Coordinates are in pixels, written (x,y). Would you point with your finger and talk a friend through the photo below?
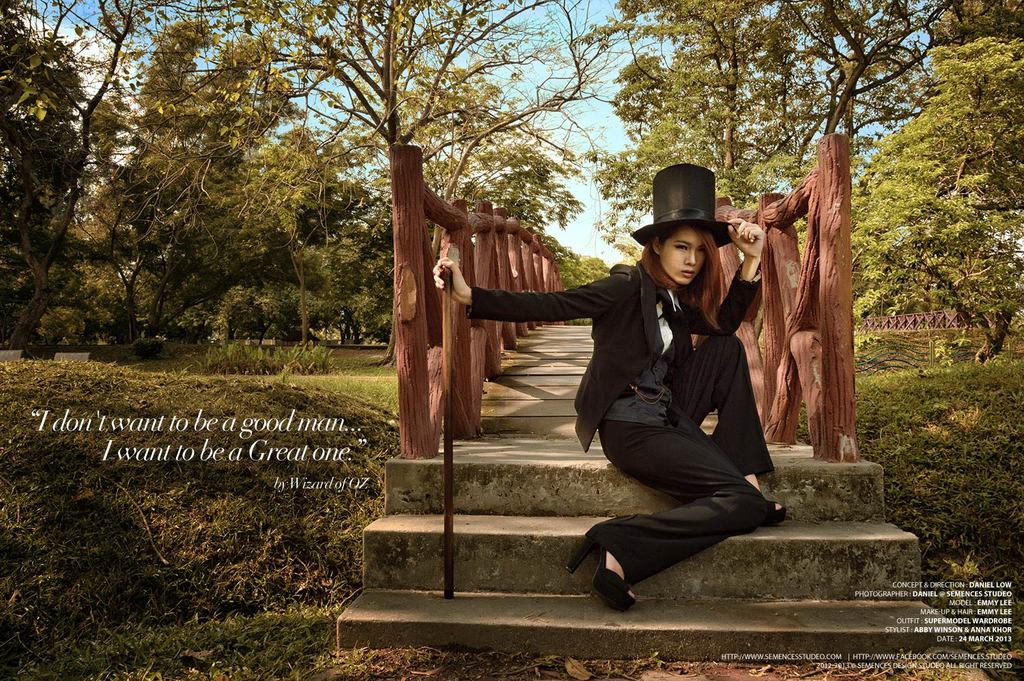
In this image I can see a person (667,380) wearing black colored dress (657,403) and black colored hat (691,208) is sitting and holding a stick (444,302) in hand (457,284). I can see few stairs (533,555), the wooden path (541,427), the railing (792,279), some grass (368,373) and few trees (280,213). In the background (524,89) I can see the sky (601,83).
